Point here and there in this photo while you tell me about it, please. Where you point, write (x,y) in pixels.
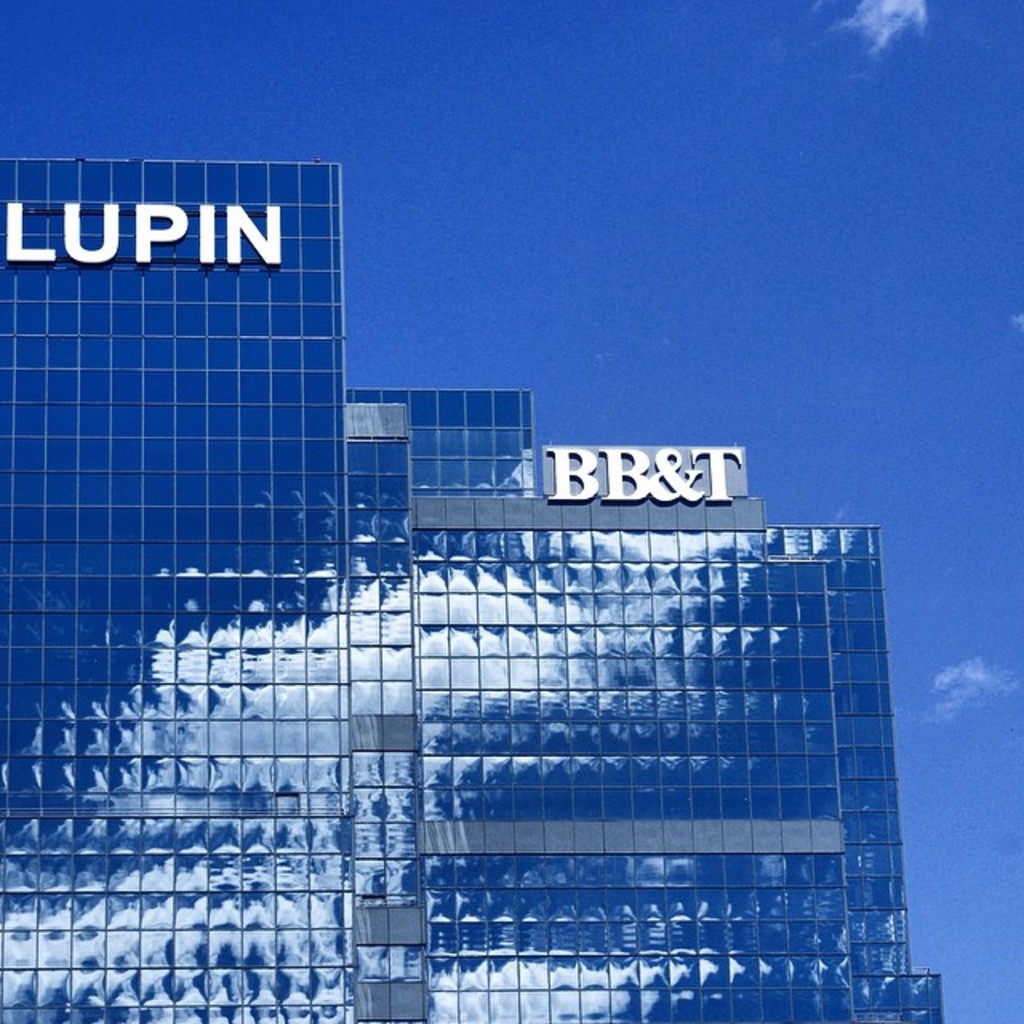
In this image, we can see few buildings (496,566) and some text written on it. We can also see the sky (877,355).
